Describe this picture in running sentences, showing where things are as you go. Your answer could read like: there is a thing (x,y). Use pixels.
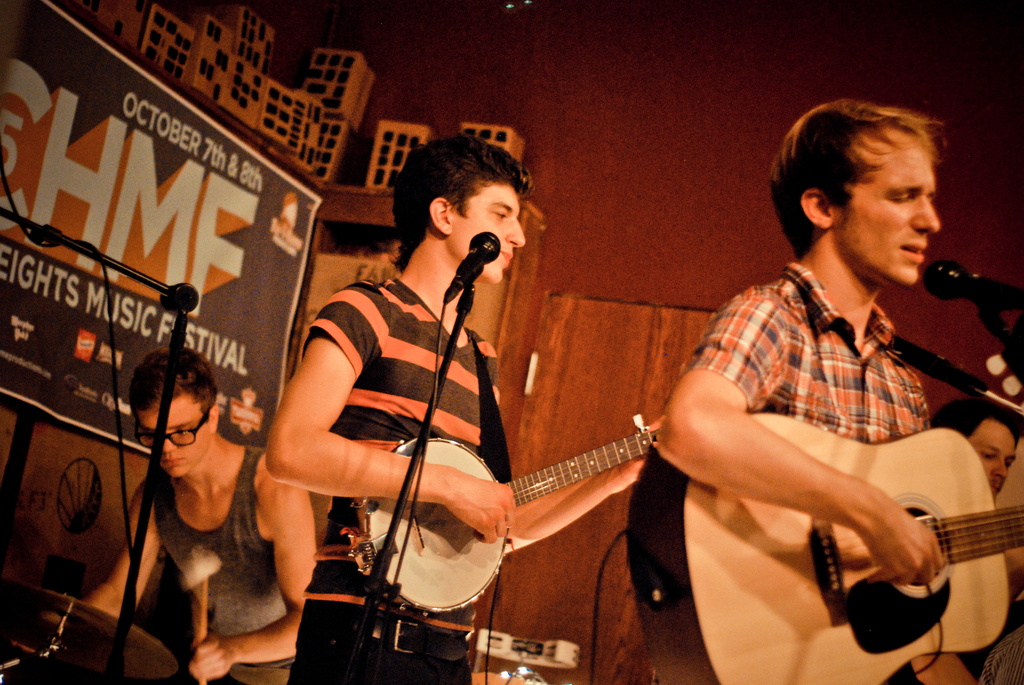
As we can see in the image there are few people (248,641) on stage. There is a banner (179,266) and red color wall (642,152). The person (850,290) on the right (857,307) is singing on mike (932,275) and holding guitar (814,636) in his hand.
